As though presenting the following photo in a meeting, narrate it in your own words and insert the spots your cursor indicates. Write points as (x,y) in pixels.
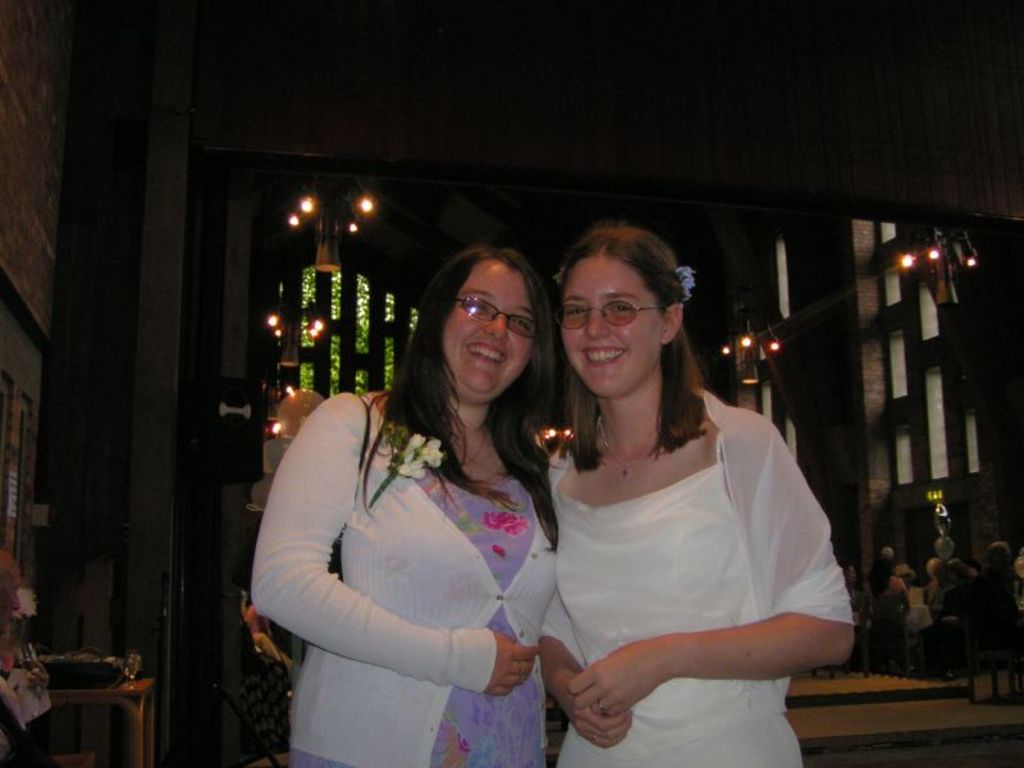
In this image I can see two ladies (516,492) standing together, behind them there is a building (180,714).
